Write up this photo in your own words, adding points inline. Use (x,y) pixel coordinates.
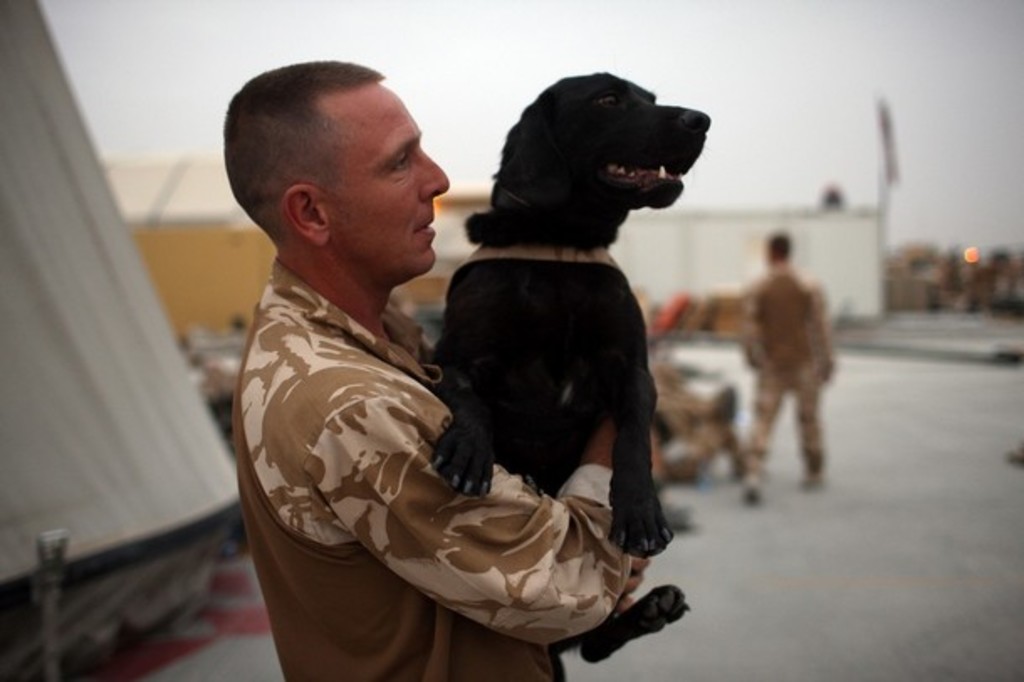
In this image there is a man (405,505) who is holding a dog (567,345) in his hand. At the back side (682,373) there are men (769,347) who are walking and a wall (698,240) to which there is a flag (882,138).
